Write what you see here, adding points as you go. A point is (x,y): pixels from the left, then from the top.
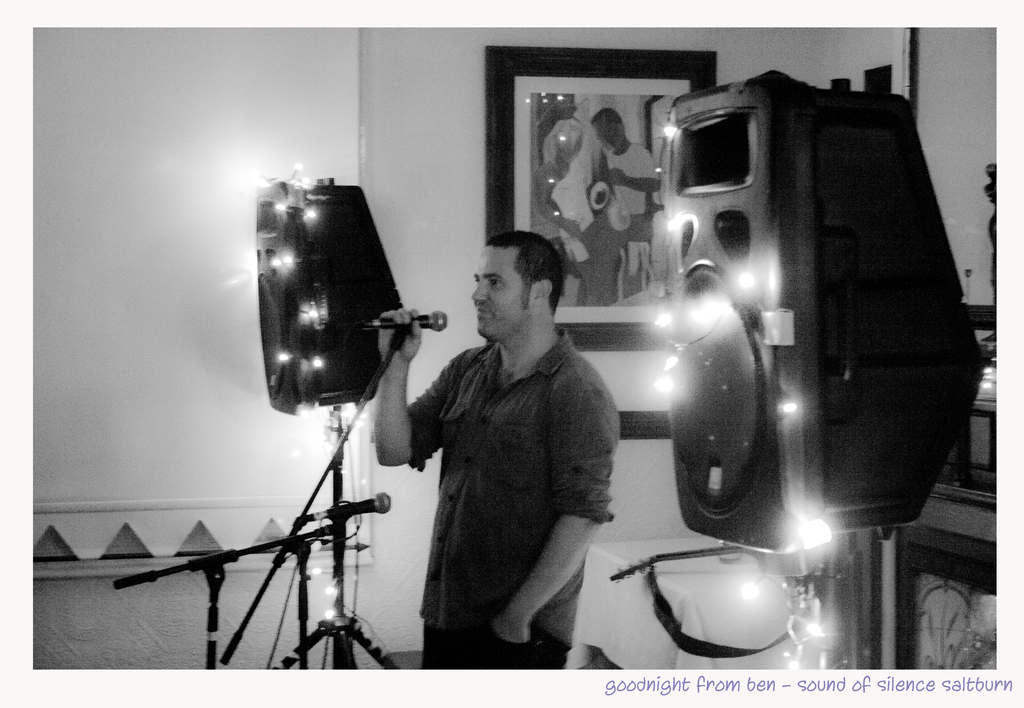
In this image there is a person (536,471) standing and holding microphone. At the left (324,244) and at the right (958,297) there are speakers (854,402), at the back (525,93) there are photo frames (517,103) on the wall (619,535).
